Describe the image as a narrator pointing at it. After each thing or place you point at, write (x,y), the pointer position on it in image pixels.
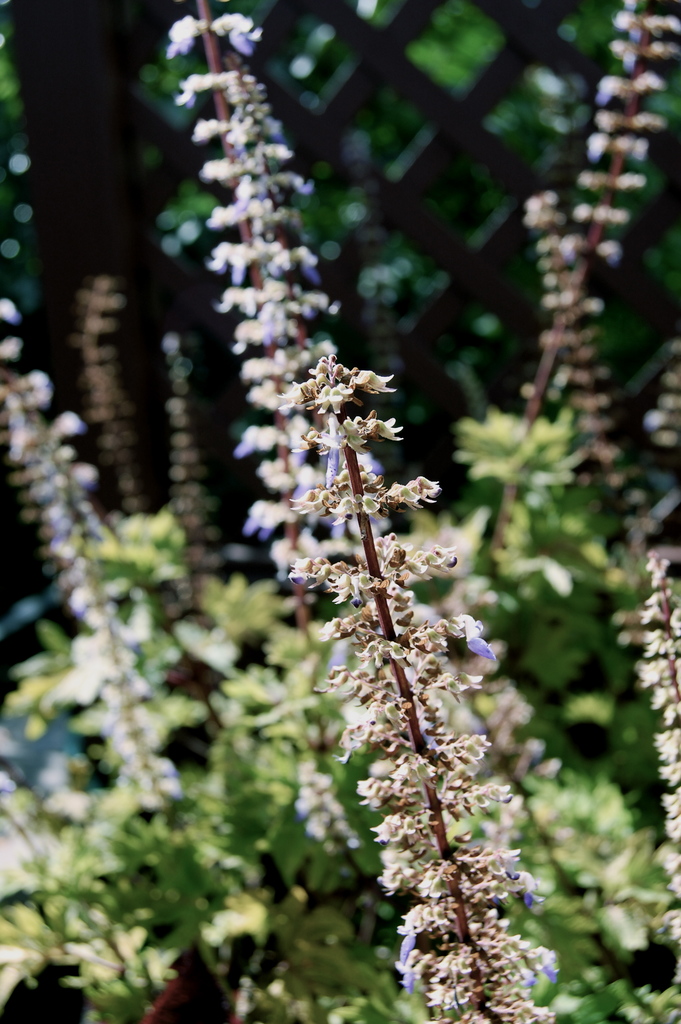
In this picture there is a small flower plant (396,745) in the front (374,771). Behind there are some green leaves (260,727) and wooden grill (426,107).
